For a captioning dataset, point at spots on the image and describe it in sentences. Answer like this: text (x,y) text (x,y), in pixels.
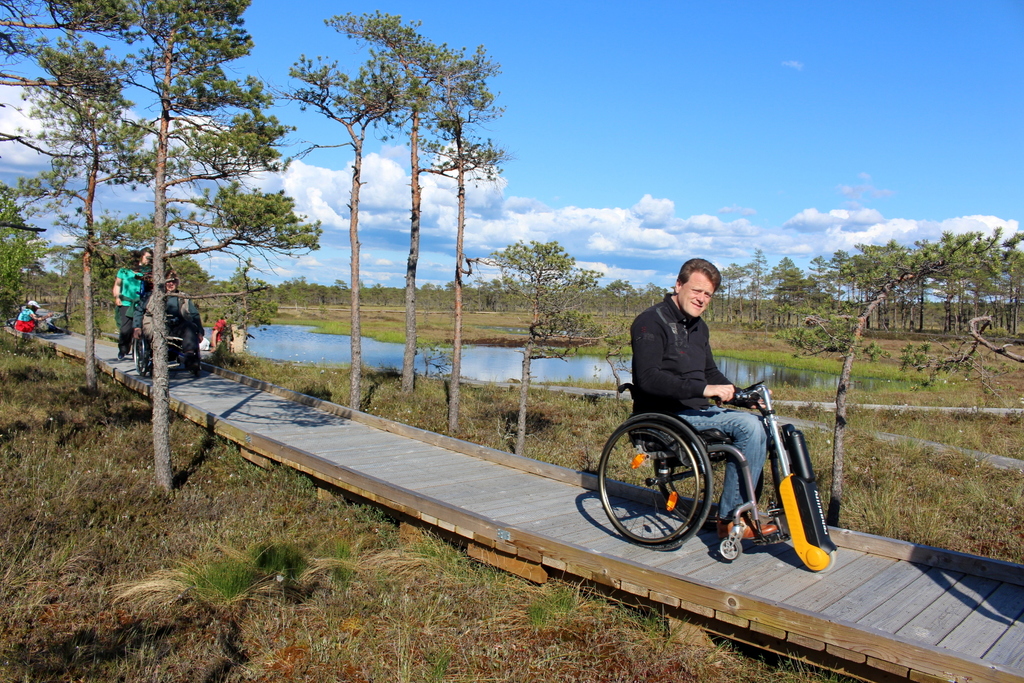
In the picture I can see a man (664,393) in the wheelchair (761,404). I can see another person (189,321) in the wheelchair (138,371). In the background (243,327), I can see the pond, green grass (346,374) and trees (482,299). There are clouds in the sky (627,163).
